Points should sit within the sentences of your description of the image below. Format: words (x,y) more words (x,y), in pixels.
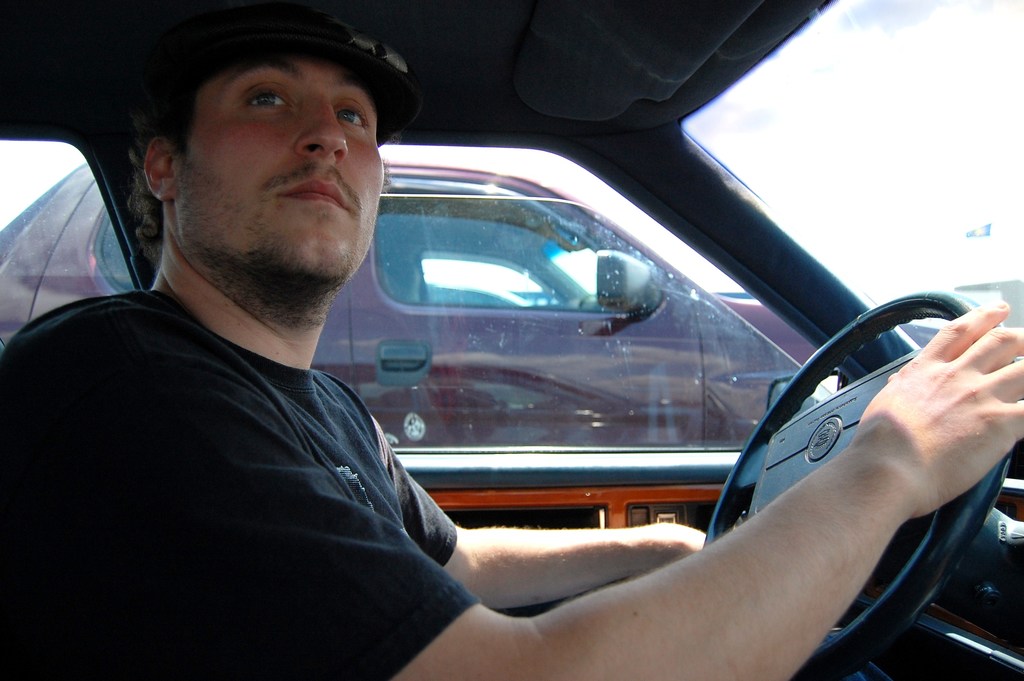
As we can see in the image, there is a man (336,430) sitting in car (522,522) and holding steering (810,442). Beside the man (340,411) there is another red color car (522,316).
